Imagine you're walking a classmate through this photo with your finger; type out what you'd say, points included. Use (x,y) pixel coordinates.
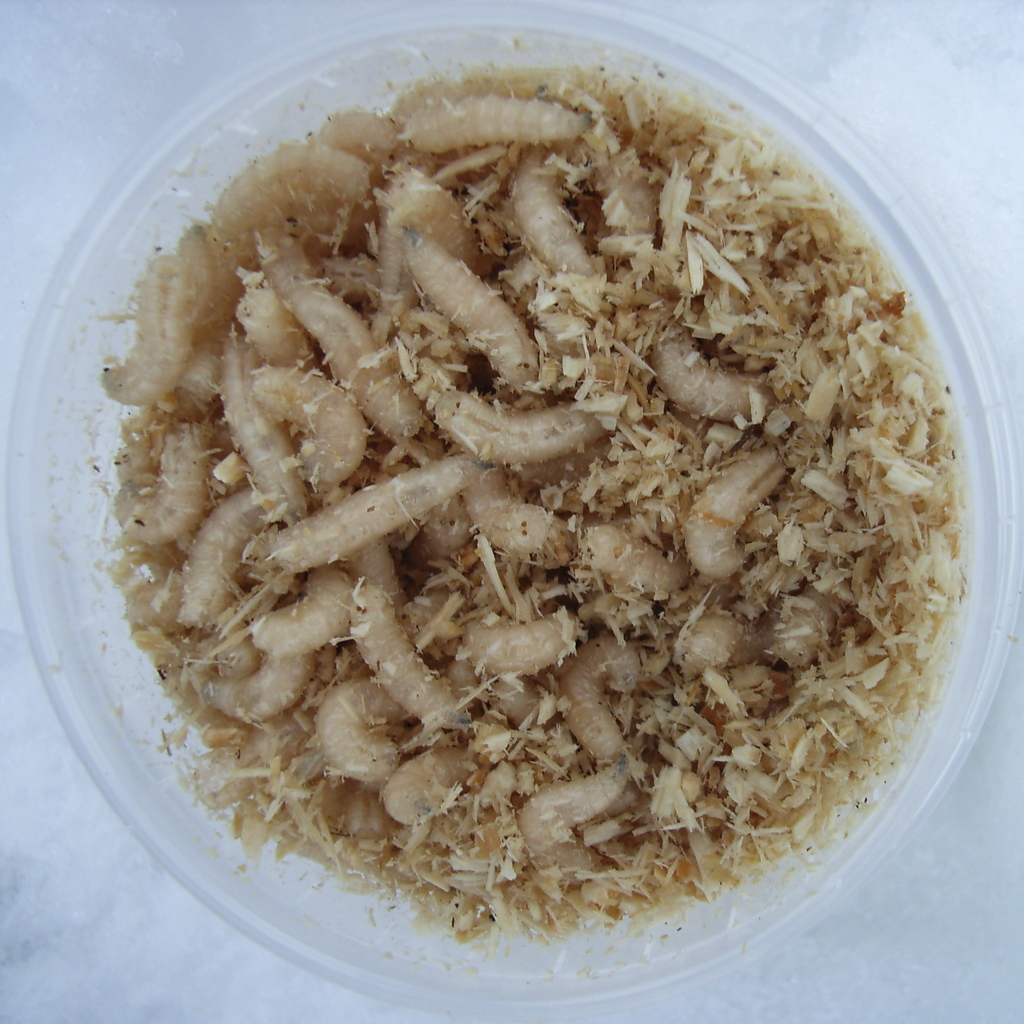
In the foreground of this image (570,589), there are worms (732,490) in a bowl (719,443).
